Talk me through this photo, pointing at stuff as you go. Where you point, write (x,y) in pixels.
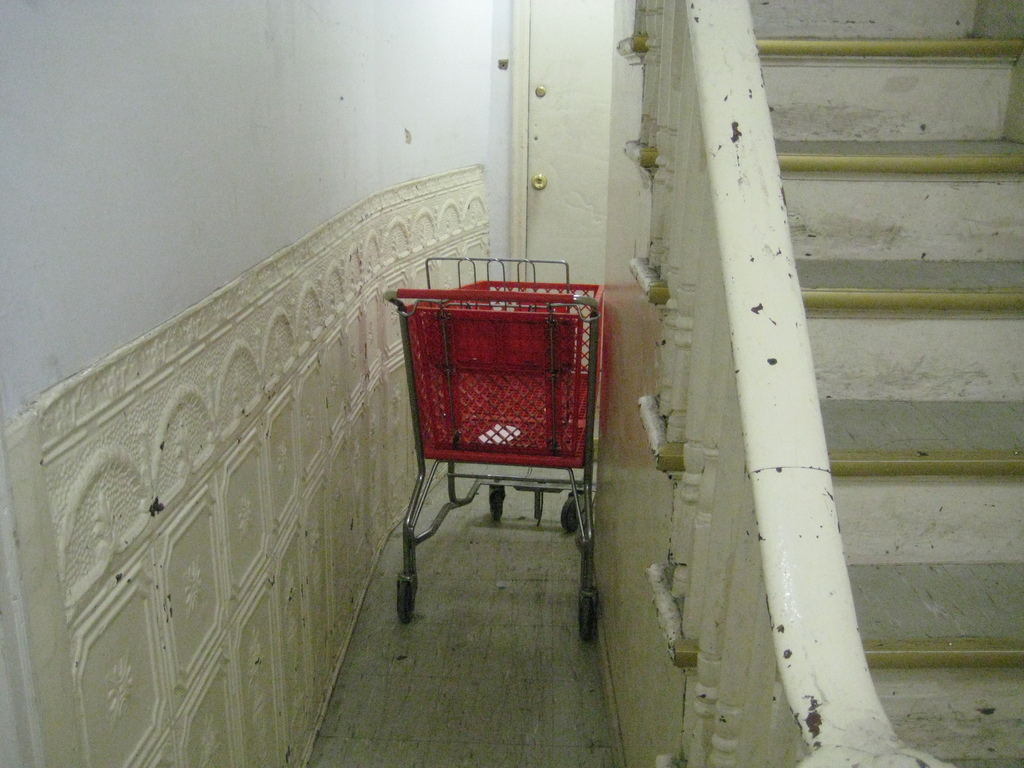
In this image, we can see a shopping cart (488,414) in between walls (628,336). There is a staircase (883,368) on the right side of the image (908,351).
